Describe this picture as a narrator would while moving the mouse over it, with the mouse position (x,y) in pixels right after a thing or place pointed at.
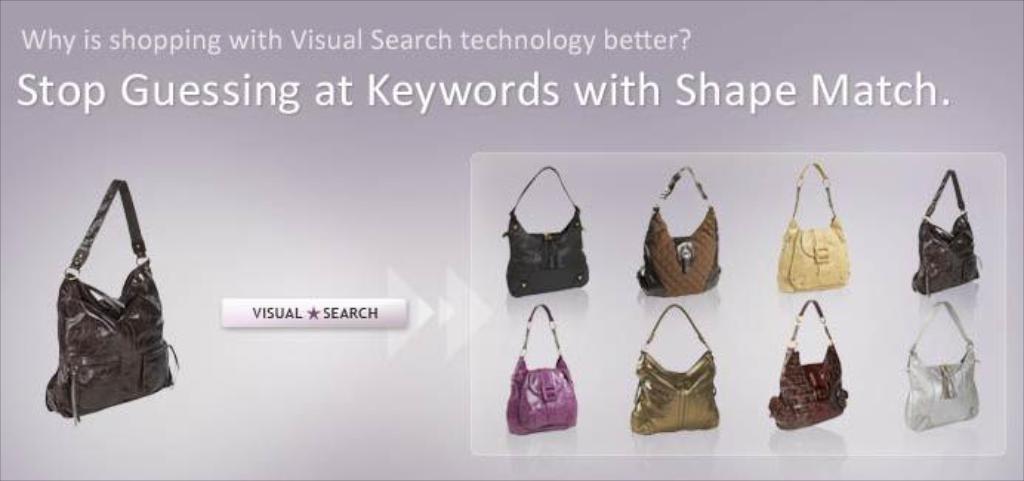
Here we can see a web page (868,431) having handbags (112,366) with various colors present in it
